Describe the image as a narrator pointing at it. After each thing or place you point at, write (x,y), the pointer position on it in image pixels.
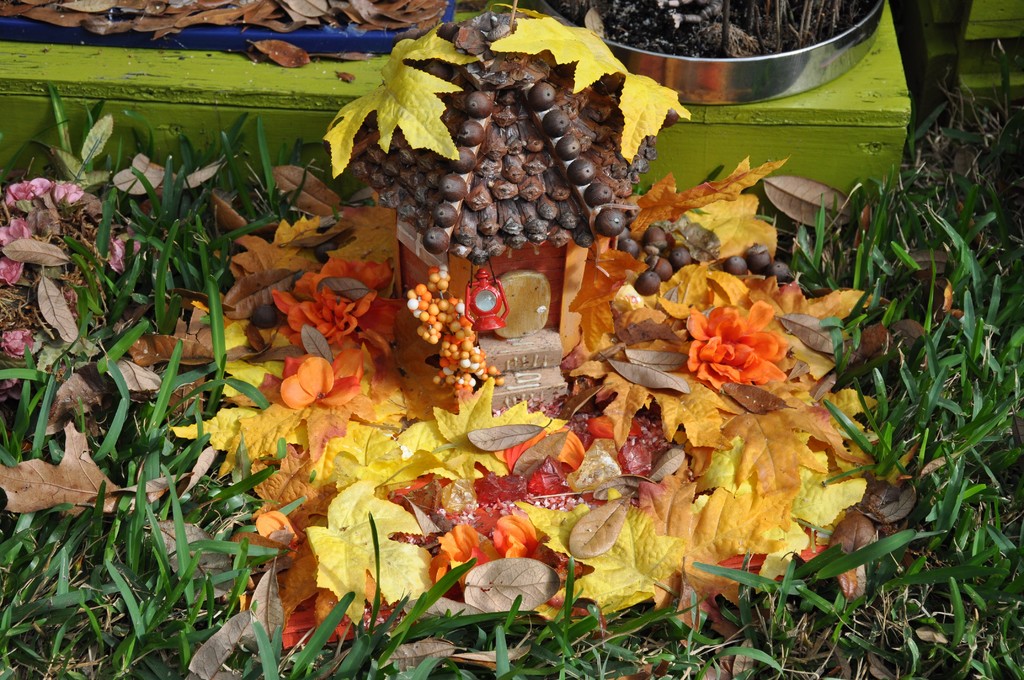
In the center of the image (530,246) we can see a decor (487,170). At the bottom (257,514) there are leaves (792,520) and grass (944,532). We can see a flower pot (793,88).
